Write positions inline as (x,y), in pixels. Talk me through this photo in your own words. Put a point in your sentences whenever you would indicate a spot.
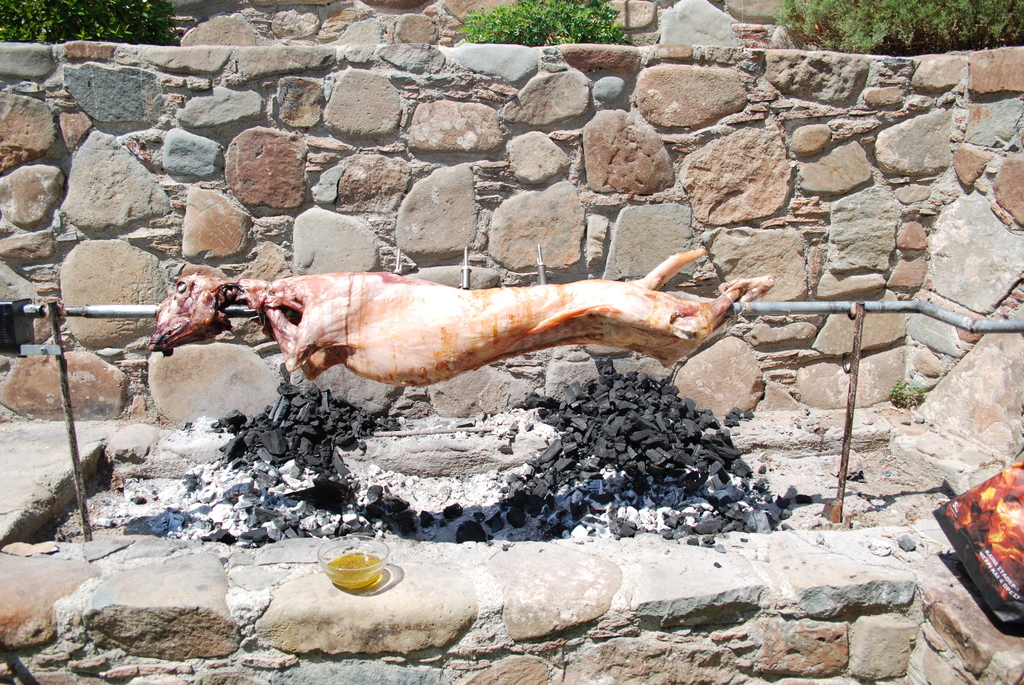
This image is taken outdoors. At the top of the image (145,23) there are a few plants (781,12). In the background (235,34) there is a wall (684,215). At the bottom of the image (223,634) there is a wall (776,618) and there is a bowl (357,567) with oil (349,572) in it and there is a poster (963,539) with a text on it on the wall (980,612). In the middle of the image (544,348) animal flesh (357,316) is hanged to an iron rod (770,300) and there is a charcoal (283,486) on the ground (755,430).
